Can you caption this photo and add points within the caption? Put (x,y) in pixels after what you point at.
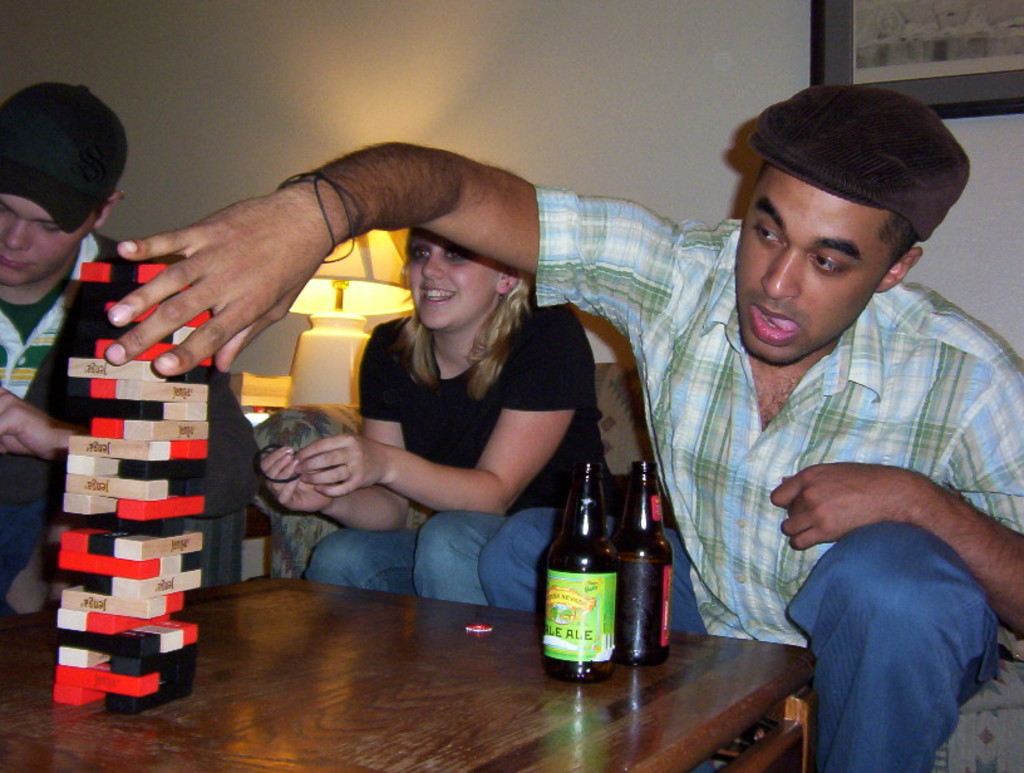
In this image there is a table (699,703), on that table (533,644) there are bottles (597,620) and there are blocks (188,505), in front of the table (278,623) there are sofa set (323,426), in that sofa set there are two men (950,448) and women (362,511) sitting in the background (10,24) there is wall (10,24) near the sofa set (336,426) there is a table lamp (367,312).
